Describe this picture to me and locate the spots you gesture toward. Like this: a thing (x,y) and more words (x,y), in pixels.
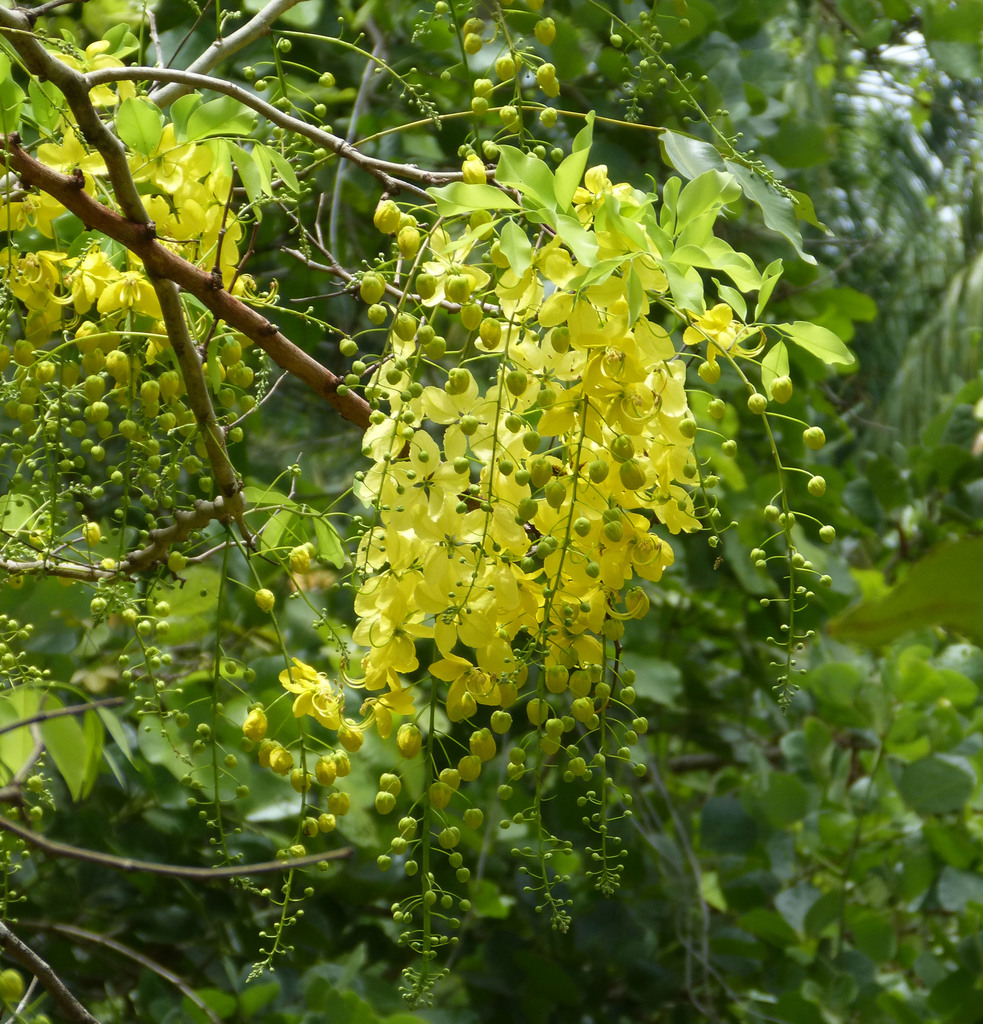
In this image we can see green leaves (499,886), stems (67,194) and buds (382,307).
